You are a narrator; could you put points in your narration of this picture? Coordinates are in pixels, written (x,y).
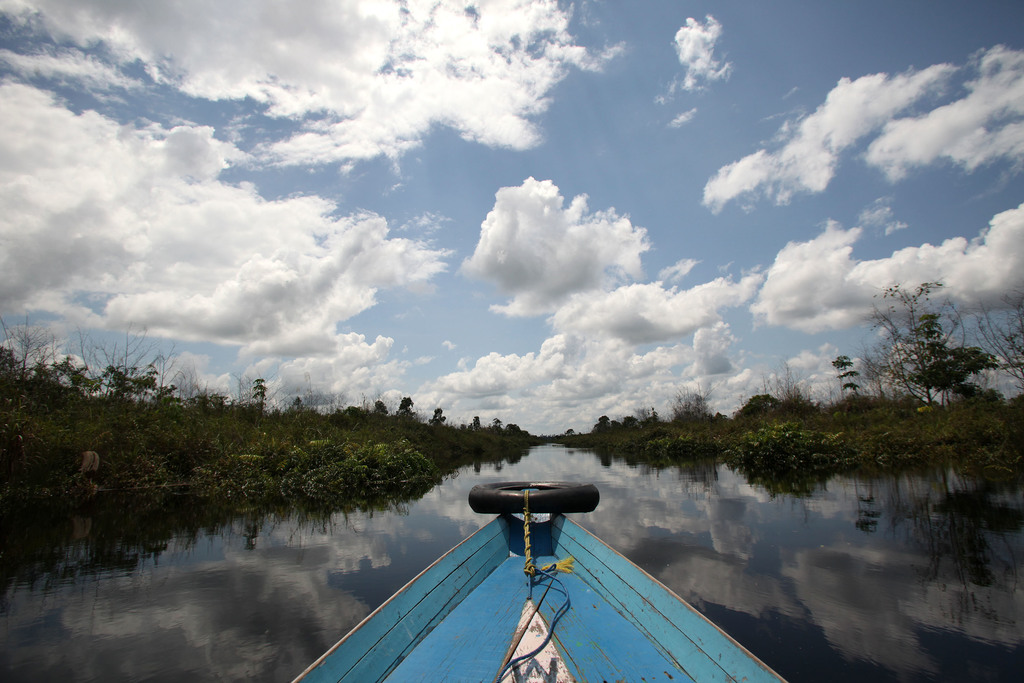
This picture might be taken from outside of the city. In this image, in the middle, we can see a boat (549,616) which is floating on the water (822,674), on that boat (600,555), we can see a tyre (547,503). On the right side (710,423), we can see some tree (982,396) and plants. On the left side (227,459), we can also see some trees (17,372) and plants (44,480). At the top (639,139), we can see a sky (626,115), at the bottom (713,582), we can see a water (739,620) in a lake (38,648).
